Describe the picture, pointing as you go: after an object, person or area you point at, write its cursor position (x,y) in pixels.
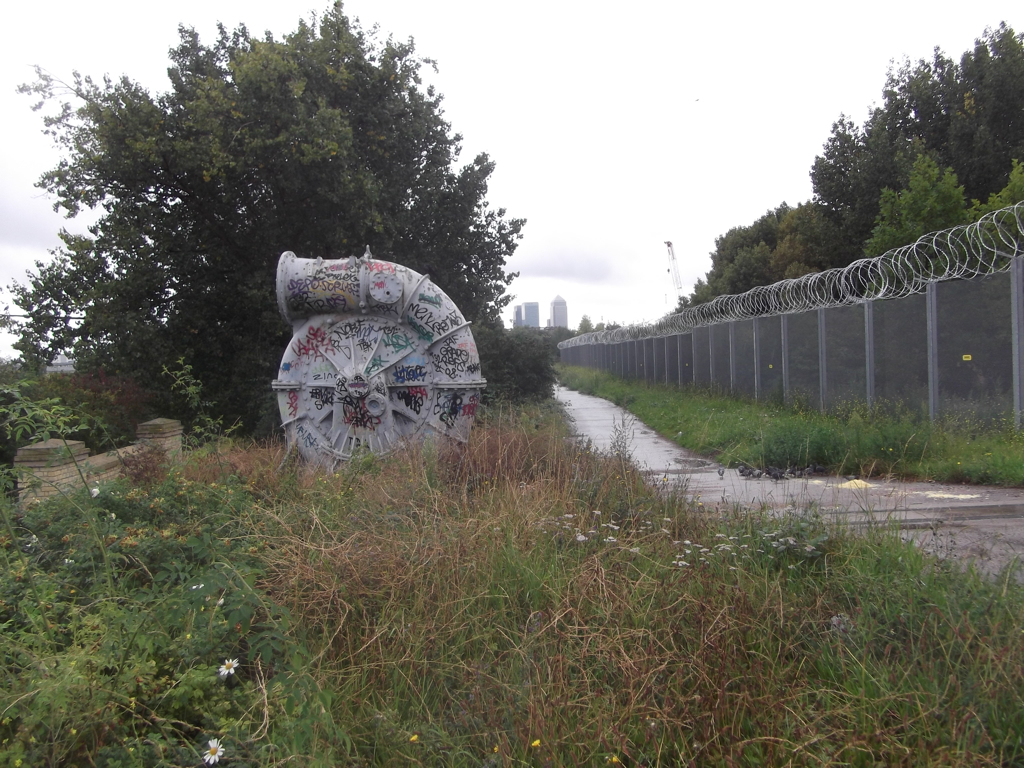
In the picture we can see a surface (645,668) with full of grass plants (645,668) and behind it, we can see some sculpture (323,262) and behind it, we can see a tree (141,359) and beside it, we can see a fencing wall (954,332) and behind it we can see trees (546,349) and in the background (731,10) we can see some tower buildings (550,326) and sky (506,161).
